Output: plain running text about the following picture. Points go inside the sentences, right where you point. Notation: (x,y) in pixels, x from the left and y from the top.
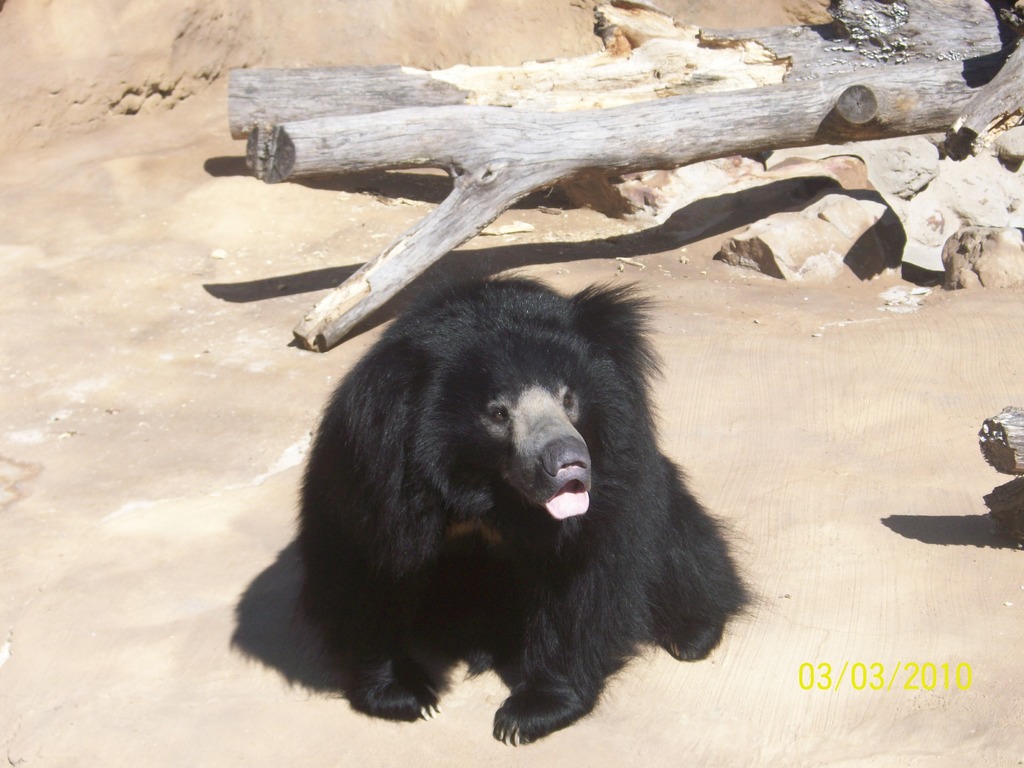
In this image we can see an animal (506,430) on the ground (719,351) and in the background (571,101) there are wooden logs (790,111) and stones (918,222).
